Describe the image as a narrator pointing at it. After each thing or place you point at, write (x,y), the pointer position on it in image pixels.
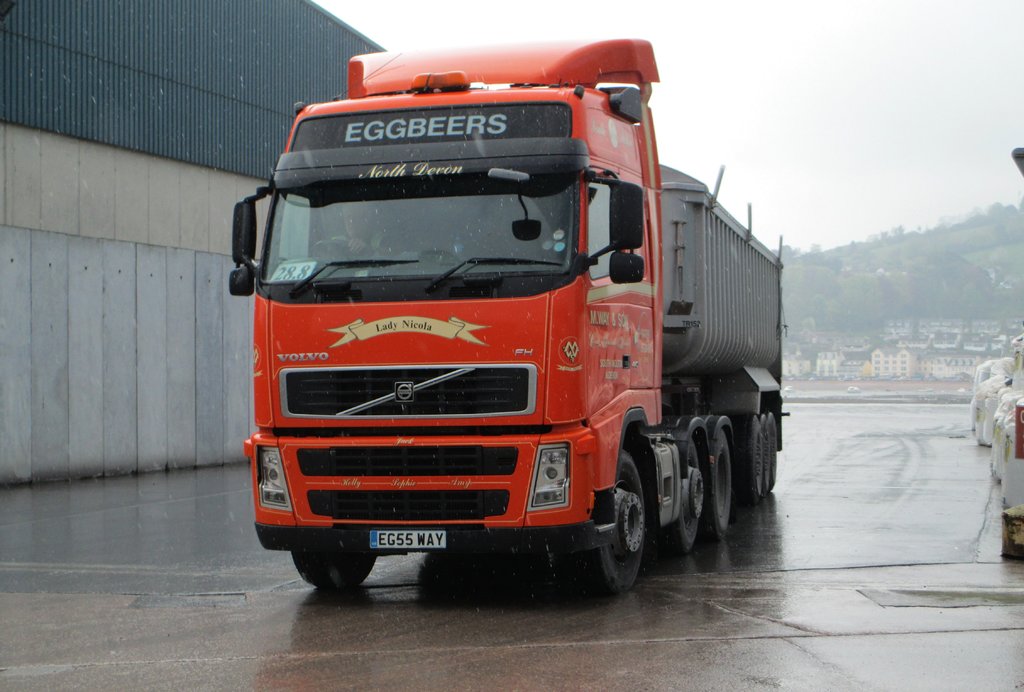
There is a vehicle (656,502) on the road (858,434). This is wall (95,238). Here we can see trees (864,337) and buildings (968,358). In the background (836,90) there is sky (767,11).
